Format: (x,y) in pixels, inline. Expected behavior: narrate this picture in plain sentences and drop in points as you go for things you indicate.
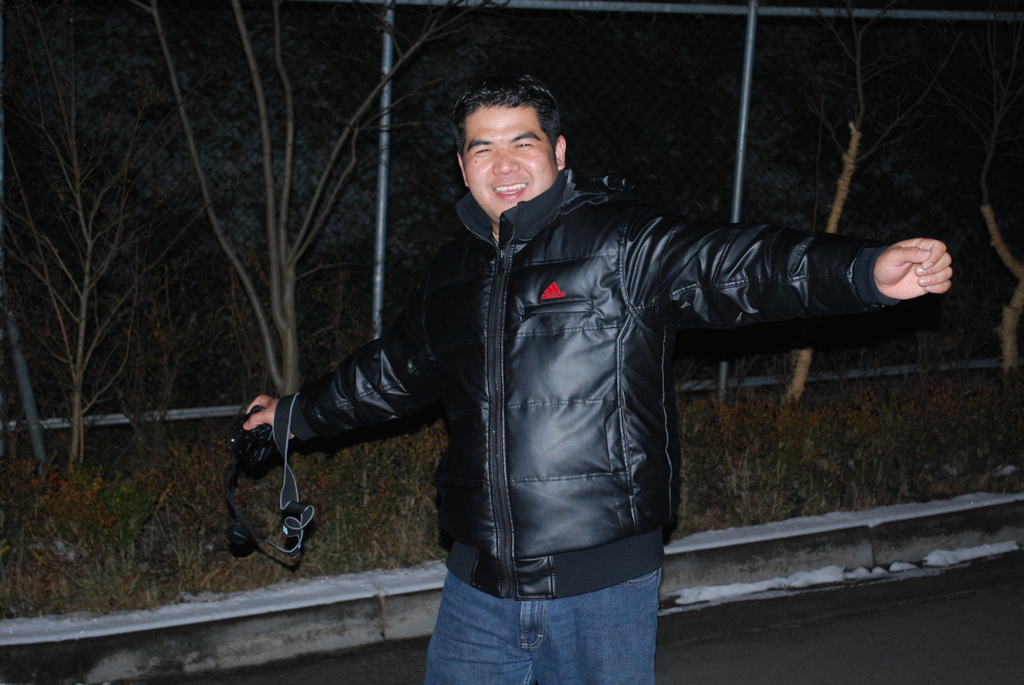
This picture is clicked outside. In the center (610,291) there is a person (483,317) wearing black color jacket (507,425), holding an object (250,453) and seems to be standing. In the background (98,522) we can see the plants (778,463) and trees (851,141) and some metal rods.
